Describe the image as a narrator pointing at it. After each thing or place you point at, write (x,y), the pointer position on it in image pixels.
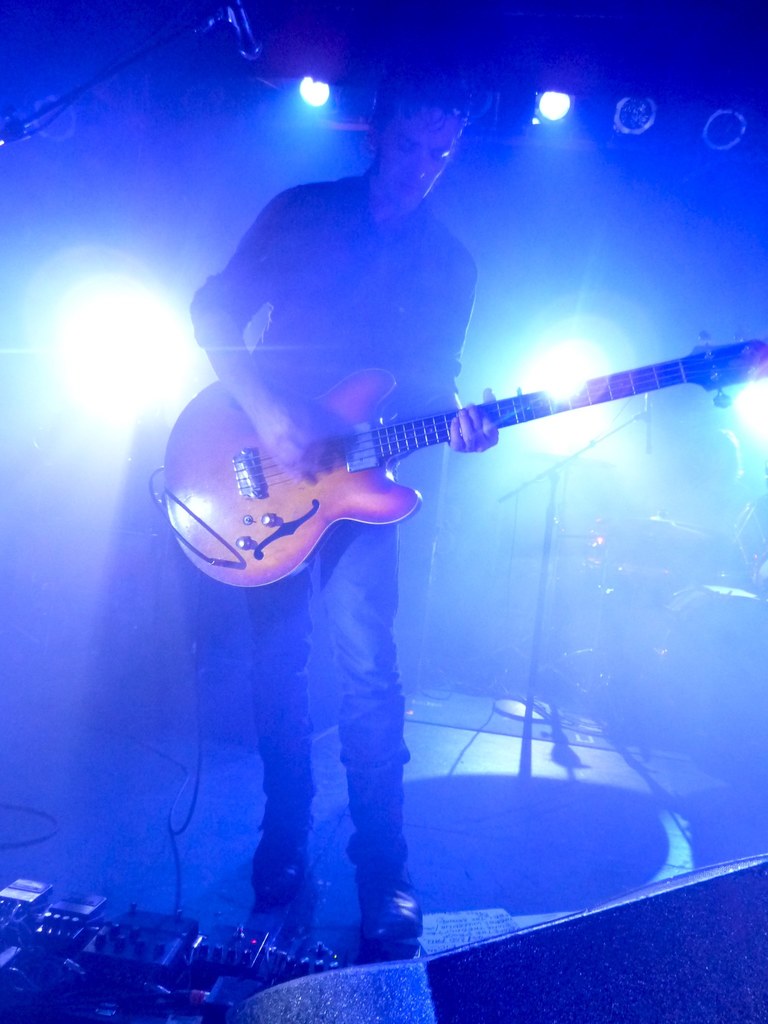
He's standing and he's playing a guitar (495,420). We can see in the background (75,426) lights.
